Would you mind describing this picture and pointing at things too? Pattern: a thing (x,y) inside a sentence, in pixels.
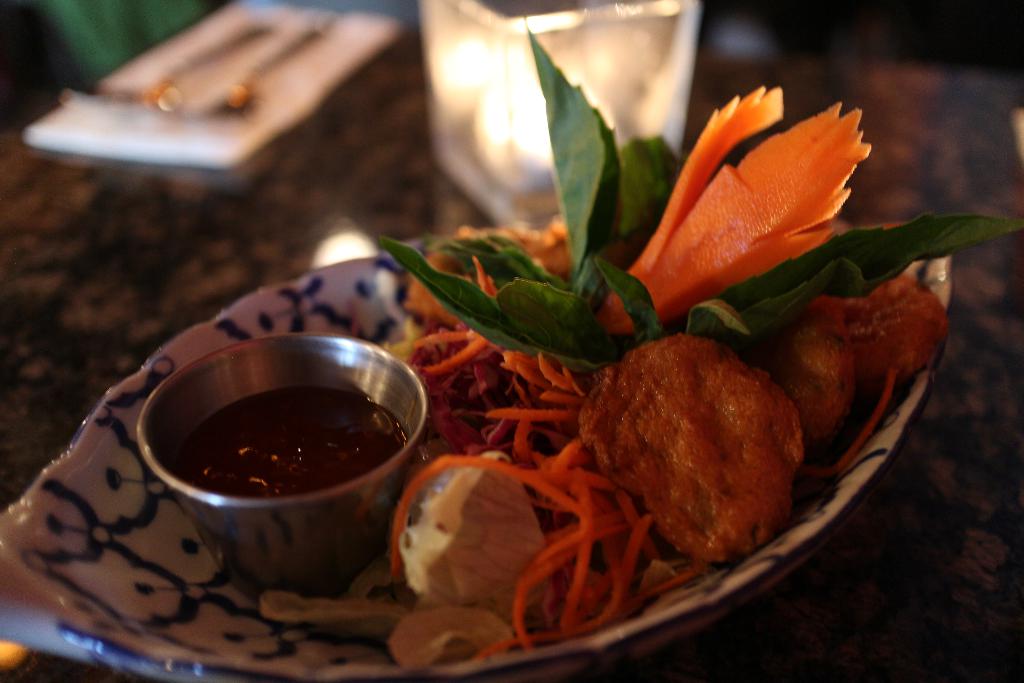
In this image I can see a plate (156,608) in the front (708,389) and on it I can see a sauce cup (282,536) and different types of food (526,349). In the background (485,165) I can see few stuffs (306,101) and I can see this image is little bit blurry in the background (538,109).
